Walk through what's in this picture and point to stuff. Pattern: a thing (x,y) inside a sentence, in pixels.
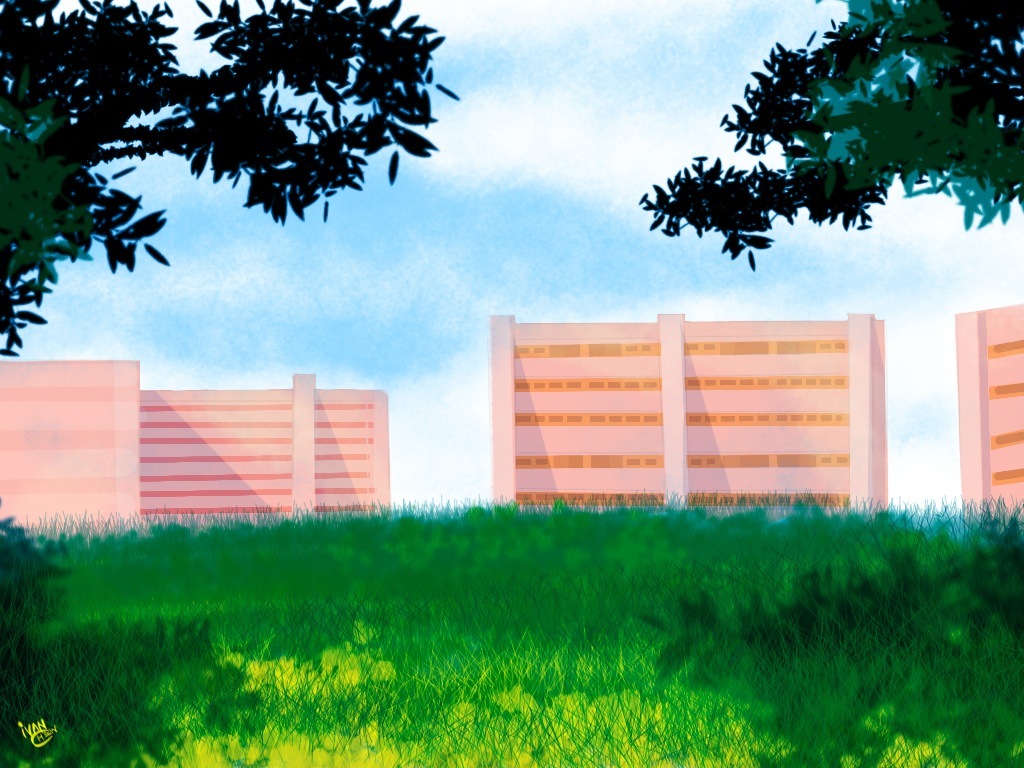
In the picture I can see few grass (469,640) and buildings (649,419) behind it and there are trees (173,86) on either sides of it.
